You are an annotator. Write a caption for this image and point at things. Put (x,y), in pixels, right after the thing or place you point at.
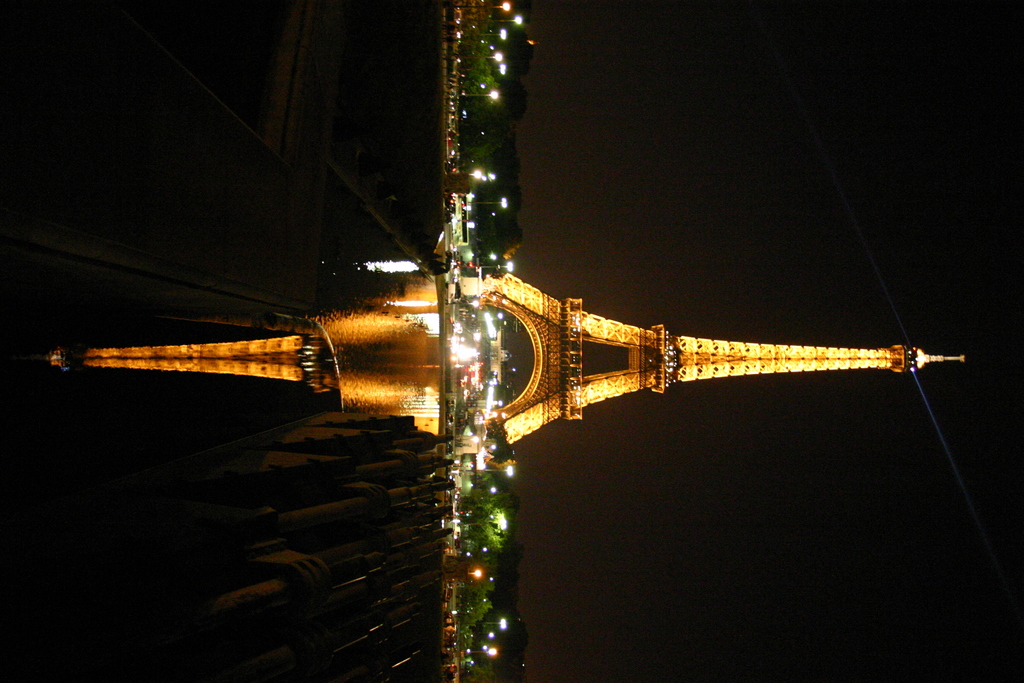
This image is taken outdoors. In this image the background (768,153) is dark. On the right side of the image (724,359) there is an Eiffel tower (582,355). There are a few trees (503,504) and there are many lights (470,554). On the left side of the image (213,438) we can see there is a reflexion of a tower (254,370) on the water body (305,334).
